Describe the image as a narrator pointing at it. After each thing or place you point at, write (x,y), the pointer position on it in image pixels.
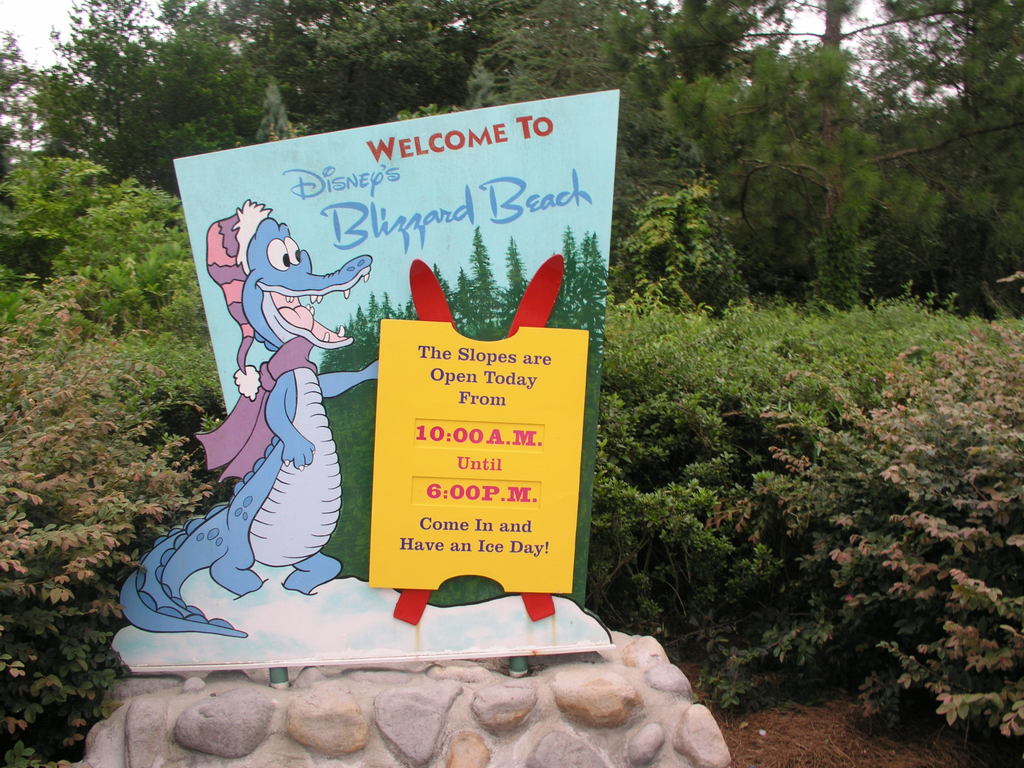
As we can see in the image there is a rock (254,736), banner (365,383), plants (698,356) and trees (143,54). On the top (31,15) there is sky (17,39).
